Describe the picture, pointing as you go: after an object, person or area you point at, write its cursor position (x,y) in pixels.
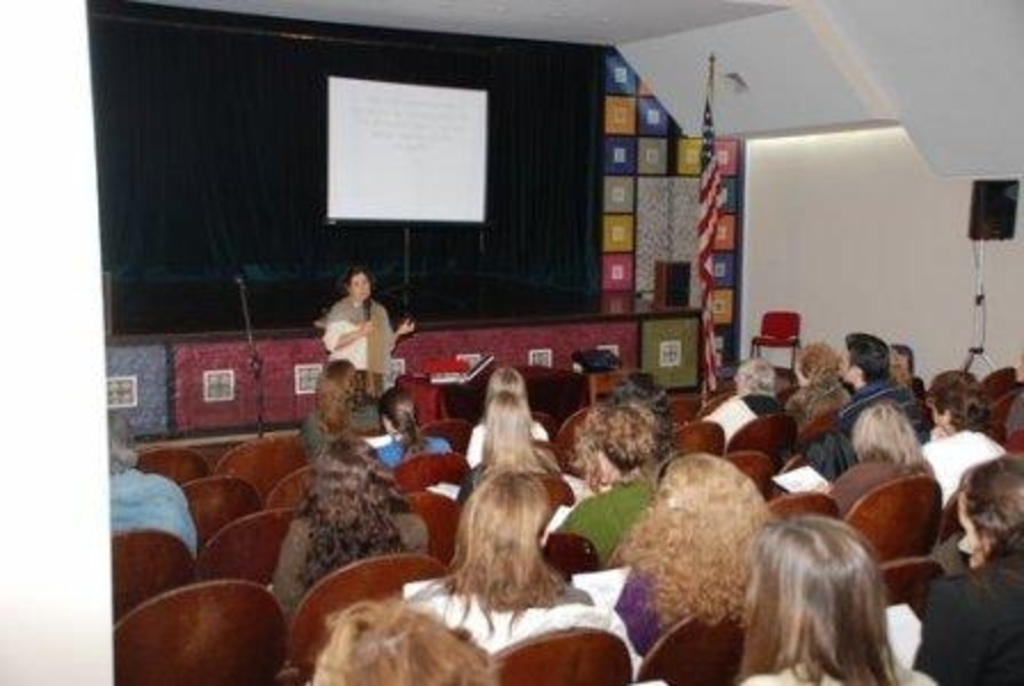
In this image there are people (587,430) sitting on chairs (725,664), in front of them there is a woman (367,345) standing and holding a mike (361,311) in her hand (367,329), in the background (414,310) there is a stage (467,330), on that stage (435,326) there is a white board (415,189) and a black curtain (545,166) and a flag (702,272).
